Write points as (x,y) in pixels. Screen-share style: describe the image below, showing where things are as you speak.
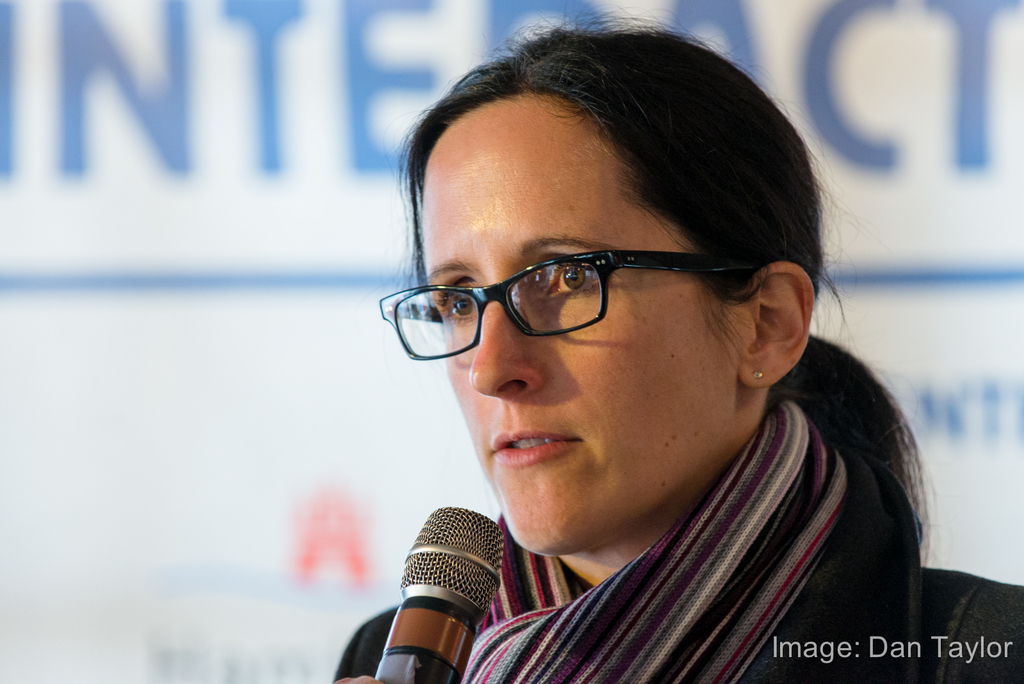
In the picture there is a woman (540,506), she is speaking something and the background of the woman (603,163) is white, there is some text (909,640) at the bottom right corner of the image (815,640).
